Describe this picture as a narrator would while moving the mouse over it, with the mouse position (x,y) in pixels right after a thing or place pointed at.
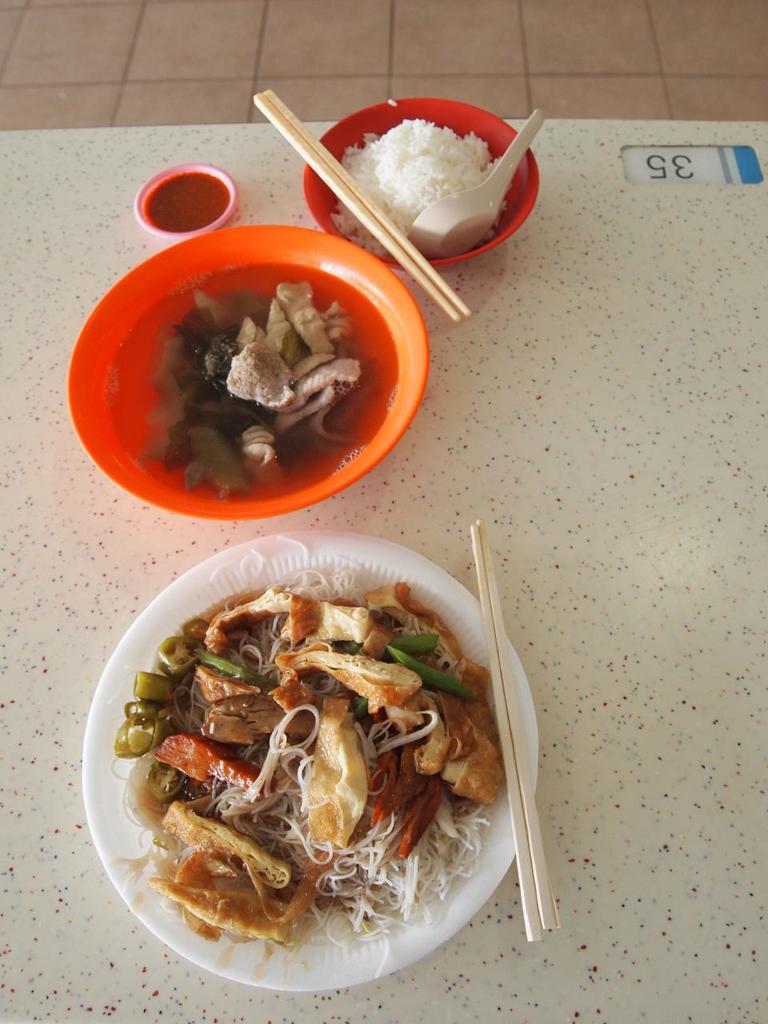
In this image i can see 3 bowls (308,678) with food items (301,384) in them, 2 chop sticks (488,565), a spoon (465,190) on the table (531,373).
